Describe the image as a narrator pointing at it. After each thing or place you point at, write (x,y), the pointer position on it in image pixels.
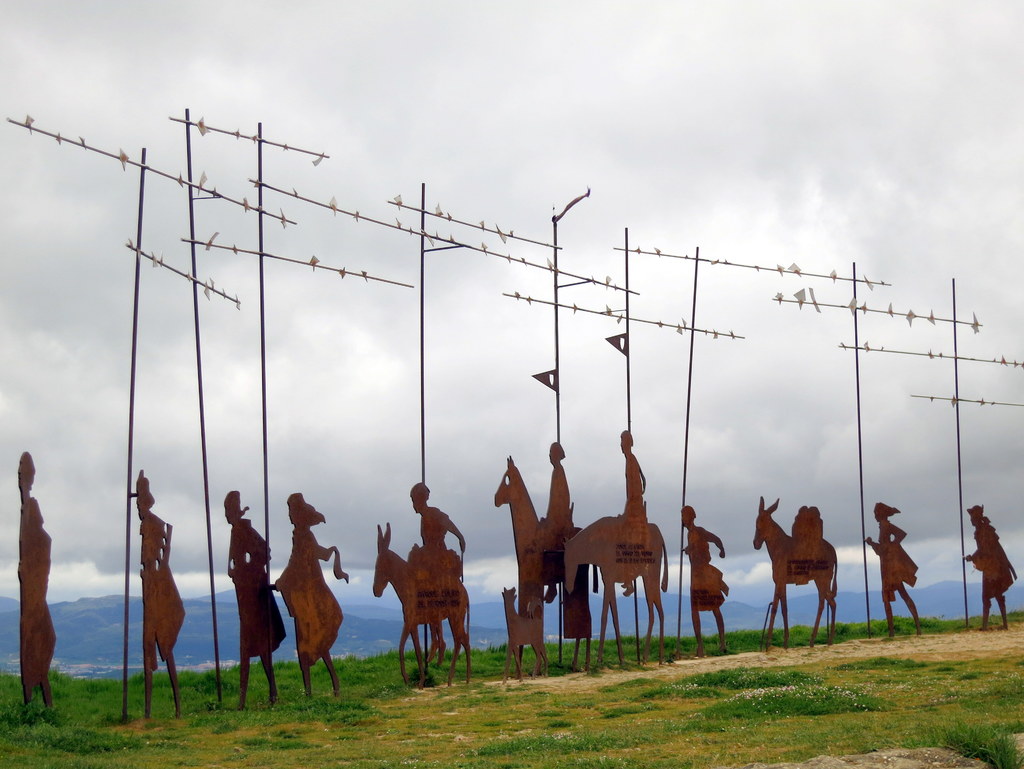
In this image there is grass (579,718) on the ground (196,697). On the ground (110,686) there are poles (258,182). Beside the poles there are metal cutting frames (323,634). They are in the designs of humans (37,561) and animals (609,585). In the background (135,609) there are mountains (87,615). At the top (483,106) there is the sky (456,120).
